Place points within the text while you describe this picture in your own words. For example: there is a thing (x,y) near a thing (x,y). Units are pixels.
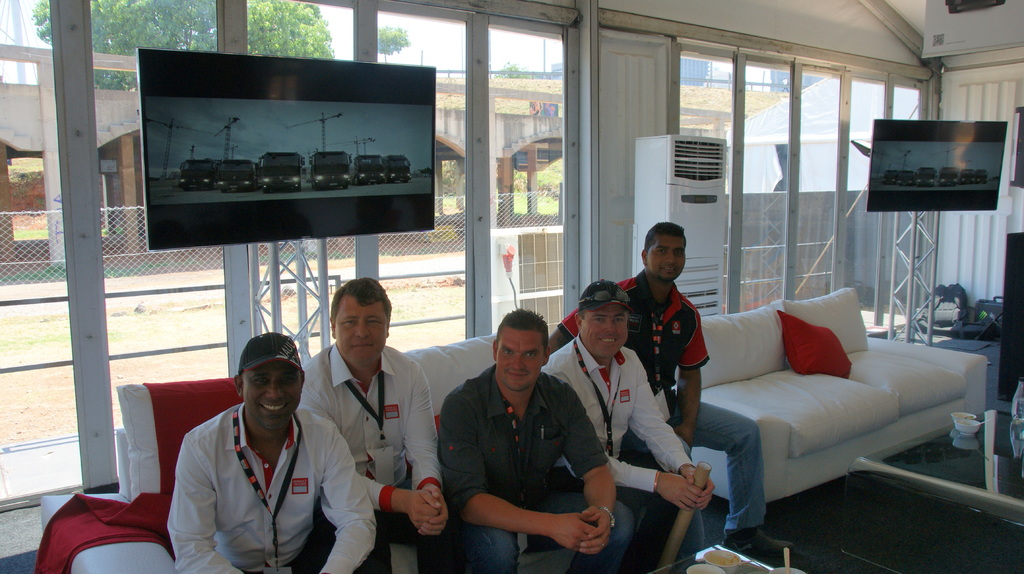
In this image I can see number of people (662,247) are sitting on sofa (795,486). In the background (433,213) I can see few screens (996,149) and a sofa (855,358) with cushion (832,342) on it.
